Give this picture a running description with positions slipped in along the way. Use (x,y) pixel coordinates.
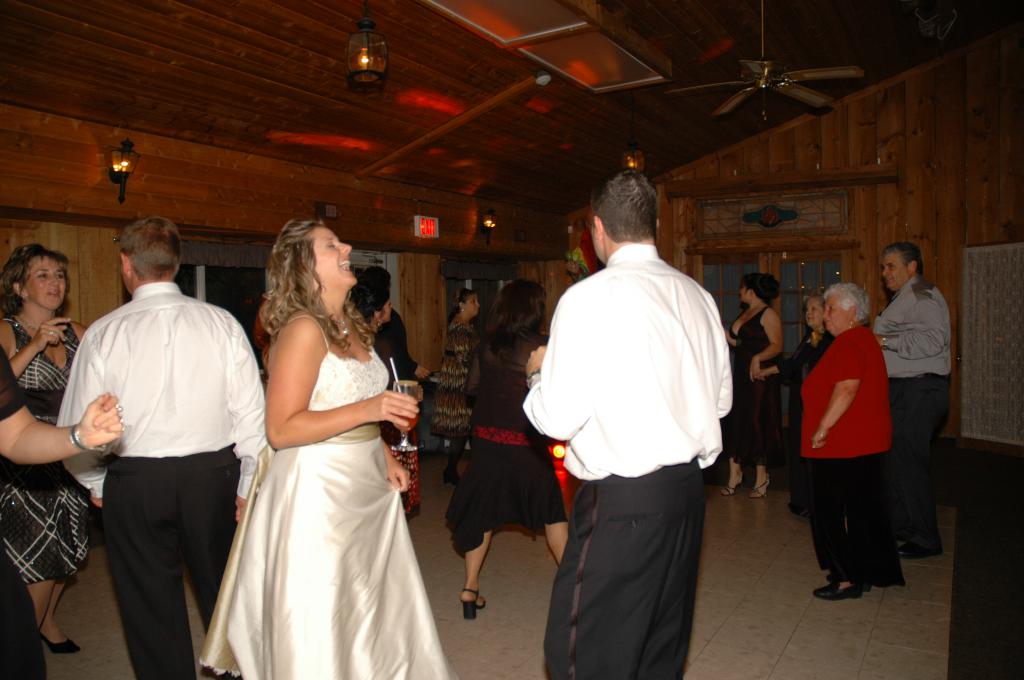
In this image, I can see a group of people (633,333) standing on the floor (530,659). At the top of the image (375,97), I can see the lamps (384,74) and a ceiling fan (770,88) hanging to the ceiling (736,55). In the background (750,257), there are windows (820,270) and lamps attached to the wooden wall (955,381). On the right side of the image (983,409), I can see an object (1017,404).
